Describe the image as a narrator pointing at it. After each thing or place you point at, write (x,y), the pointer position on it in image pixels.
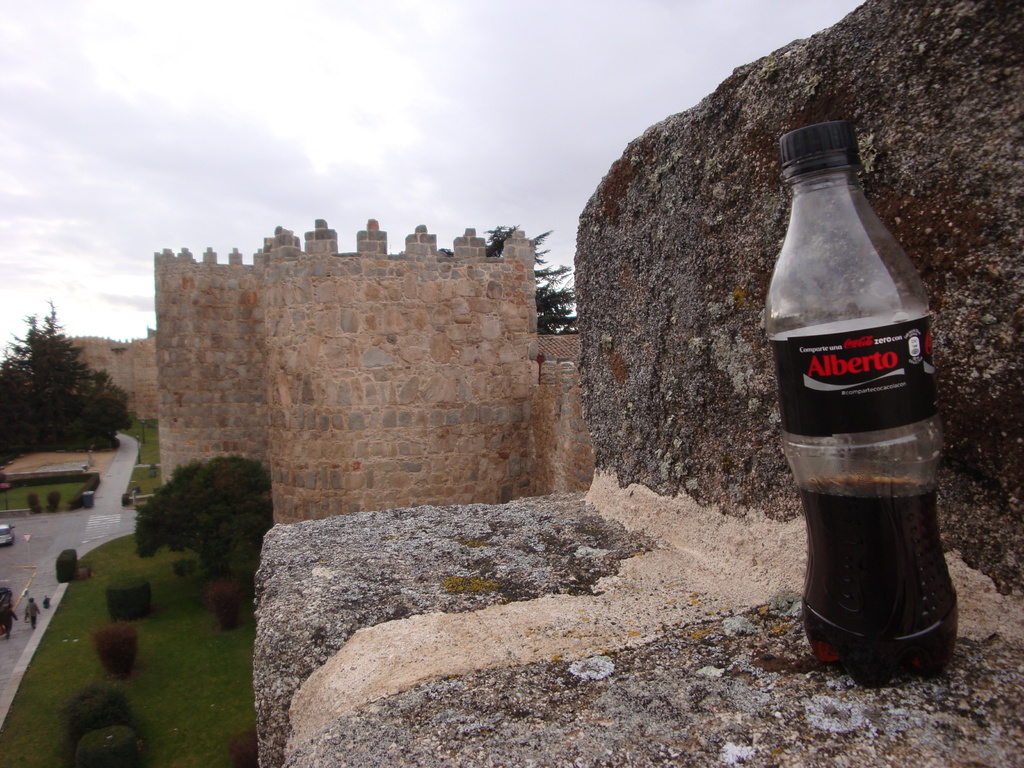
In the image we can see on the wall (682,558) there is a cold drink bottle (863,500) which is in black colour and behind there is a building (280,383) and on the ground (137,653) there is a grass (177,720) which is covered with plants (76,697) and trees (220,524) and people (30,611) who are standing on the road (42,569). At the back (76,358) there is a tree (57,356) and a cloudy sky (384,85).
